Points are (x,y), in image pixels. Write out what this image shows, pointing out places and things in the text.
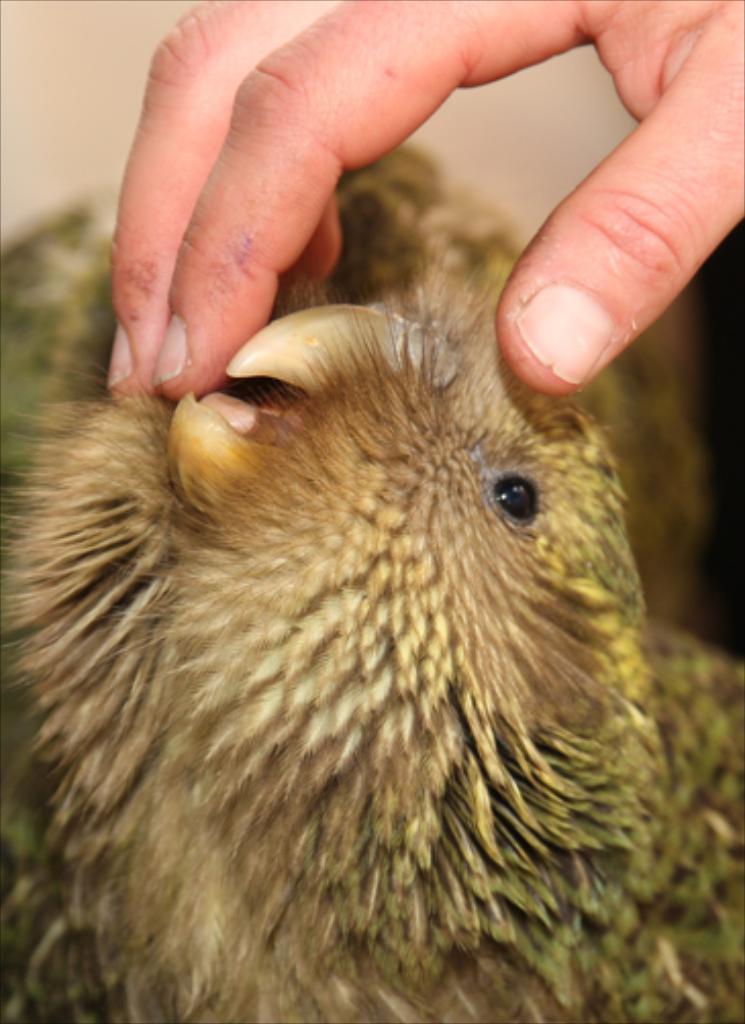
In this image we can see a bird (475,361) and person fingers (541,13). In the background (36,82) it is blur.
